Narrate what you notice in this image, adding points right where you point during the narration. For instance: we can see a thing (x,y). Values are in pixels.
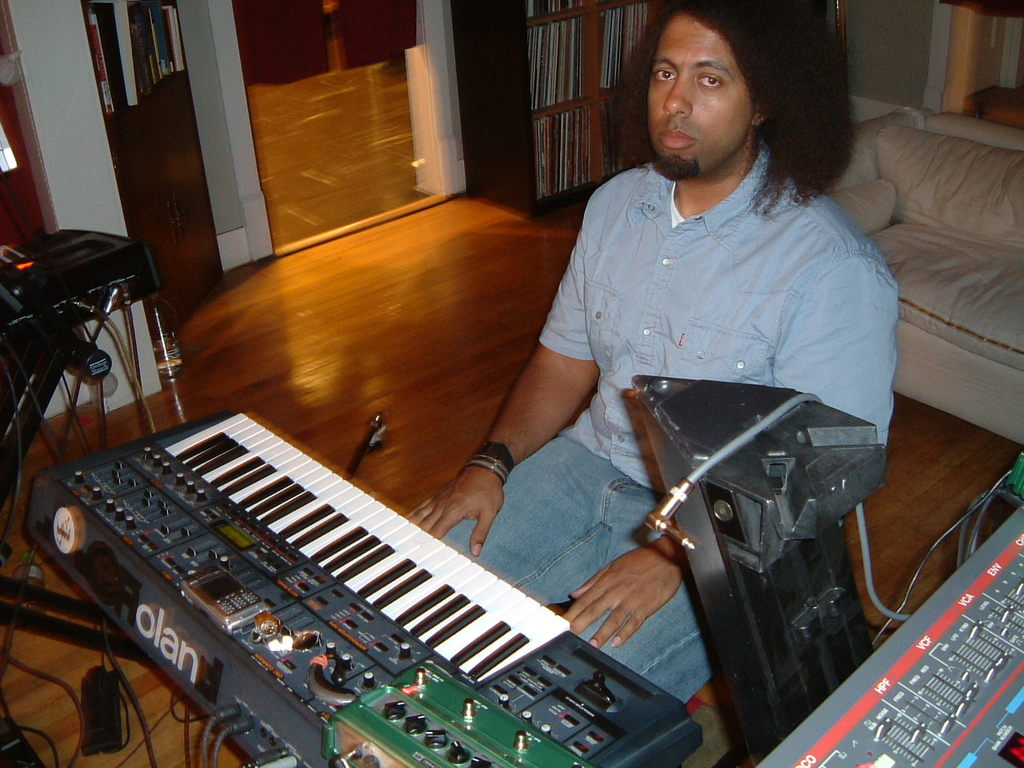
In this picture I can see a person (812,53) sitting on the chair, there is a piano (142,480), there are books (535,104) in the racks (528,92), there is a couch (1013,411) and there are some other objects (39,297).
